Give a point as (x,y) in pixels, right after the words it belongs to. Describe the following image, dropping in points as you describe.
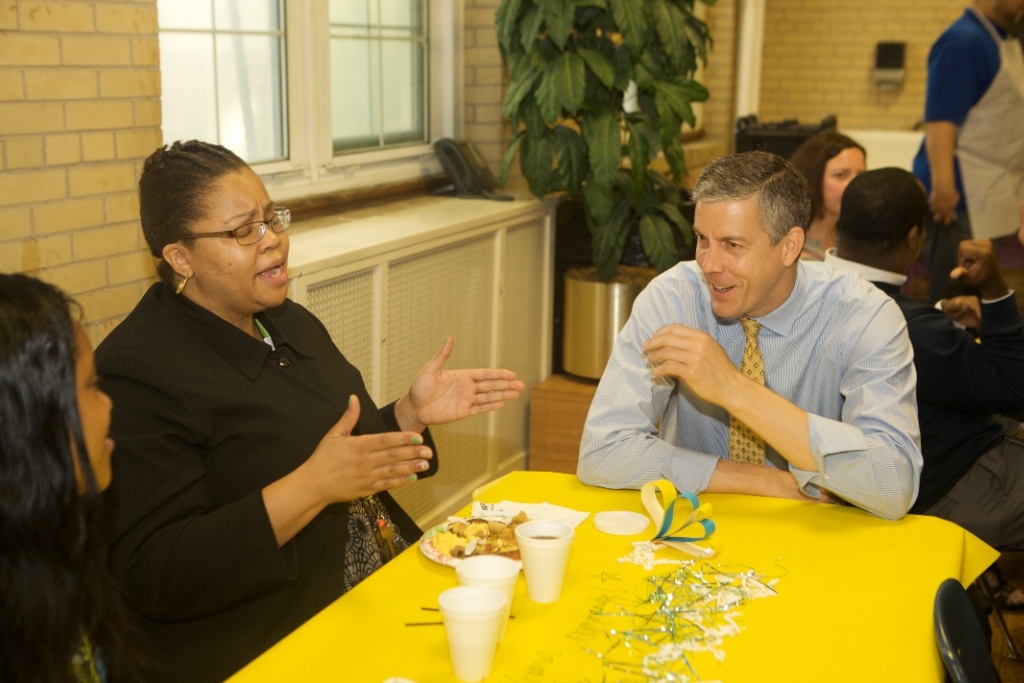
In the image there are two women (309,380) and man (880,359) sat around the table (511,672), there are coffee cups (481,564) and food (471,529) on the table (584,553) and on back side there are few people (906,231) sat and in the middle (570,292) there is a plant (677,240) and on left side wall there is window (384,65).
